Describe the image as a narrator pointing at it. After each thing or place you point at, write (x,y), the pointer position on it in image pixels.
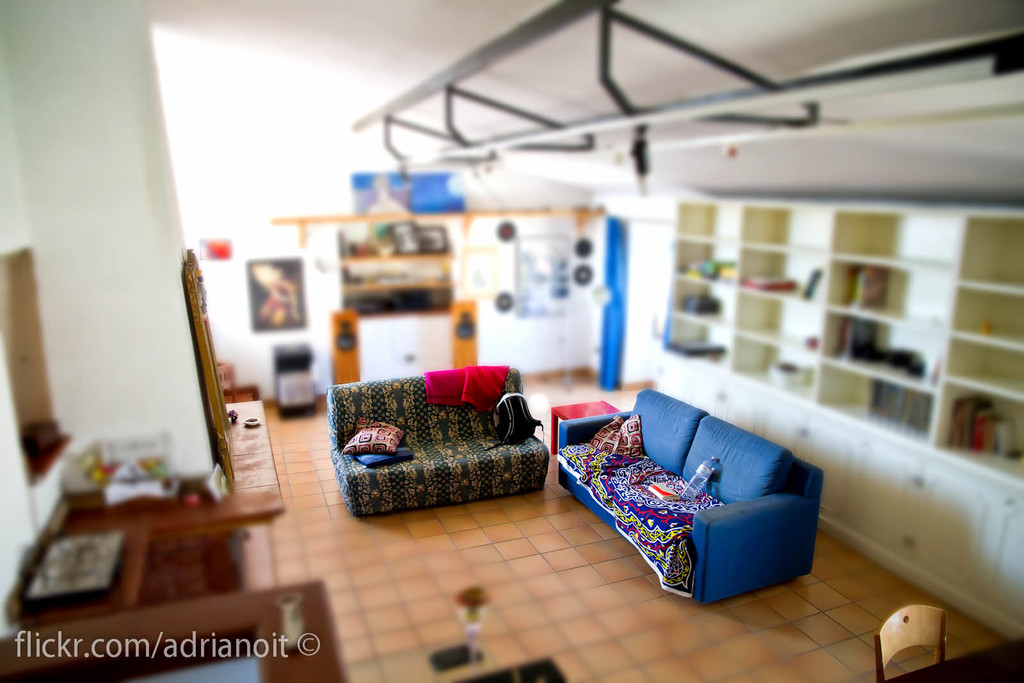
This is a picture taken in a room (305,38), this is a tiled floor (561,564) on the floor (549,570) there are sofas (416,441), chair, tables (956,676) on the sofas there are pillows (378,450), water bottle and book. To the left side of the sofa (428,422) there is a table (138,507) on the table (136,545) there are some items (162,492). To the right side of the sofa (682,426) there are shelves (762,248) on the shelves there are books (924,409). Behind the sofa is a curtain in blue.
